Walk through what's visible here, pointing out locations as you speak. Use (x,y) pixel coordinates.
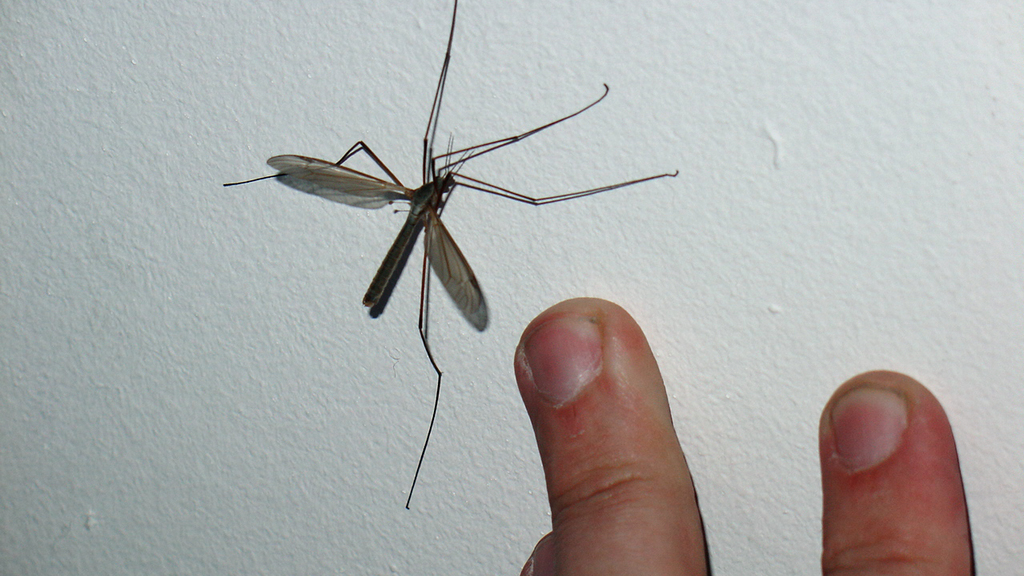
In this image in the center (456,268) there is an insect (445,262) and at the bottom of the image (609,427) there are fingers (616,443) of the person (853,447).
